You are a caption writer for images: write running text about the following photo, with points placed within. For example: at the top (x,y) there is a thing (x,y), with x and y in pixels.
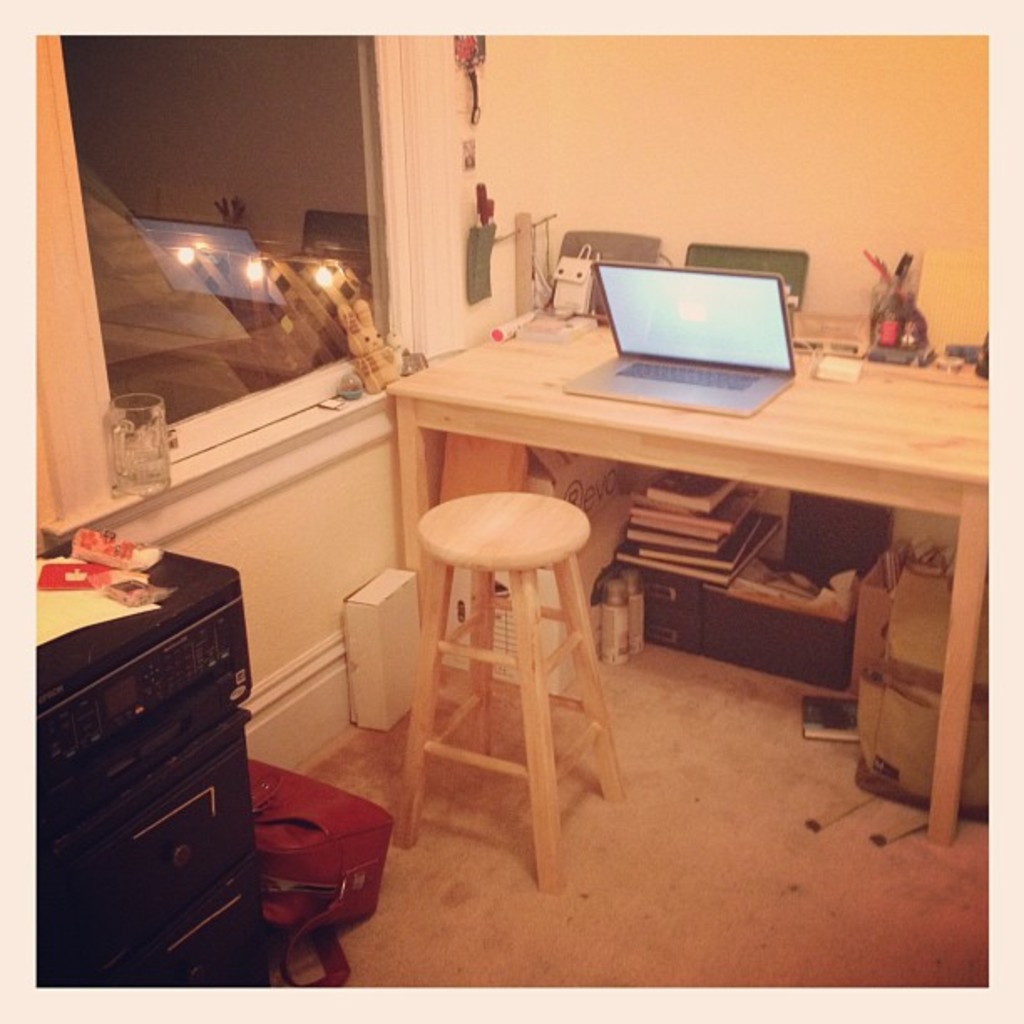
This is a wooden table (830,423) with a laptop (700,362) and some other objects (800,287) placed on the table (919,386). This is a wooden stool (534,576) which is in front of the table (607,429). I can see a small bag (324,840) which is kept on the floor (452,939). There are few books (736,537), two bottles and other objects (811,629) under the table (859,489). I can see a glass jug (157,459) and a small toy (373,384) which is kept near the window (244,348). There are some objects (483,226) attached to the wall (494,159). This looks like an device (190,740) which is kept aside and I can see small objects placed on the device (146,679).
